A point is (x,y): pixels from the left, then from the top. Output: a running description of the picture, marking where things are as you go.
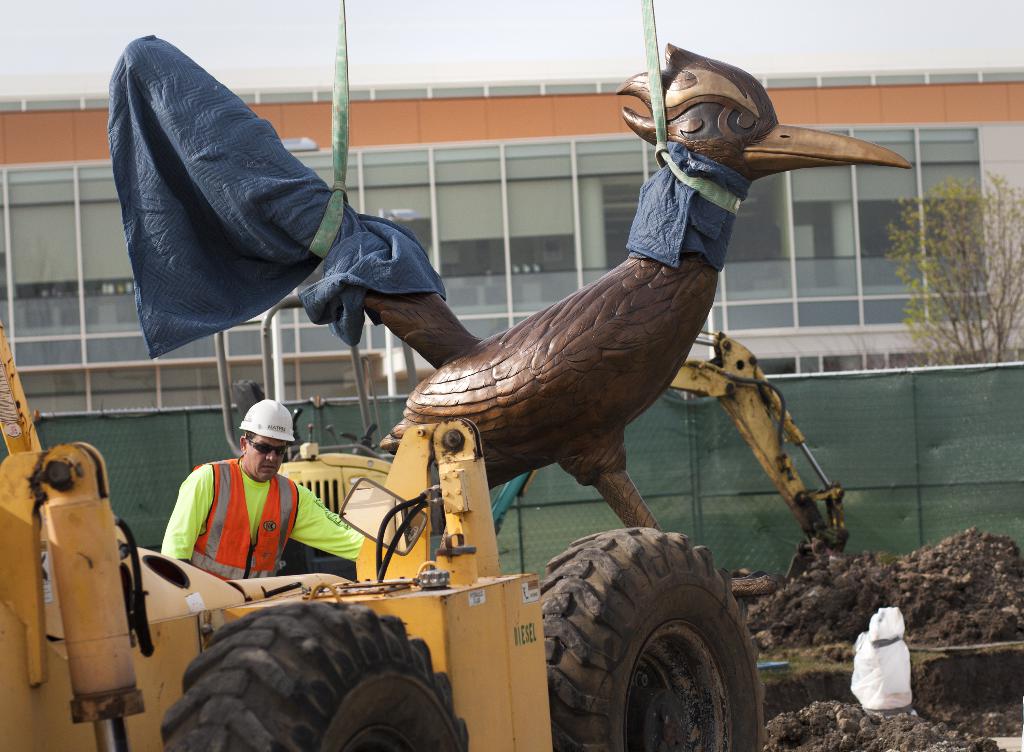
In this picture I can see a person (290,511) operating vehicle (497,636), I can see sculpture (468,406) with ropes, behind we can see fencing (842,389), trees (939,270), buildings (867,328).
